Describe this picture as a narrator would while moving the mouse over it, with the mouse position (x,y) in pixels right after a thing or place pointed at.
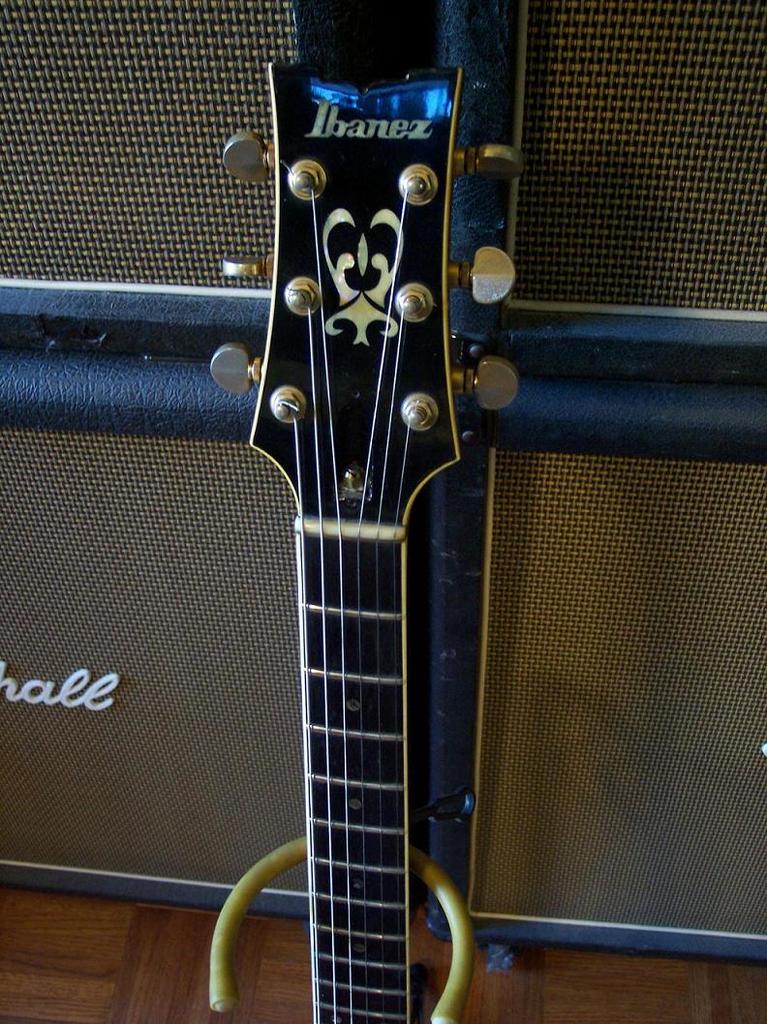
This is a guitar head (369,440). On the background (586,433) there are amplifiers (168,593).
